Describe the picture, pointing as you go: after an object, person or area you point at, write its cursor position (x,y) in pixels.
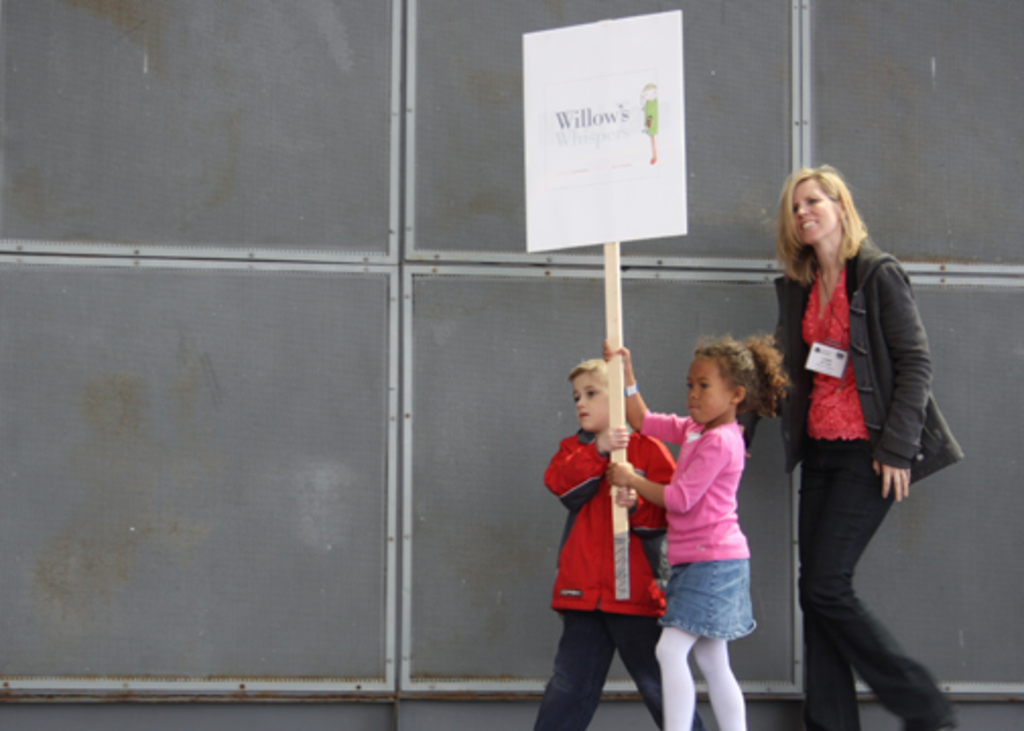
In this image we can see children (618,443) holding placard (627,186) in their hands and a woman (815,408).
